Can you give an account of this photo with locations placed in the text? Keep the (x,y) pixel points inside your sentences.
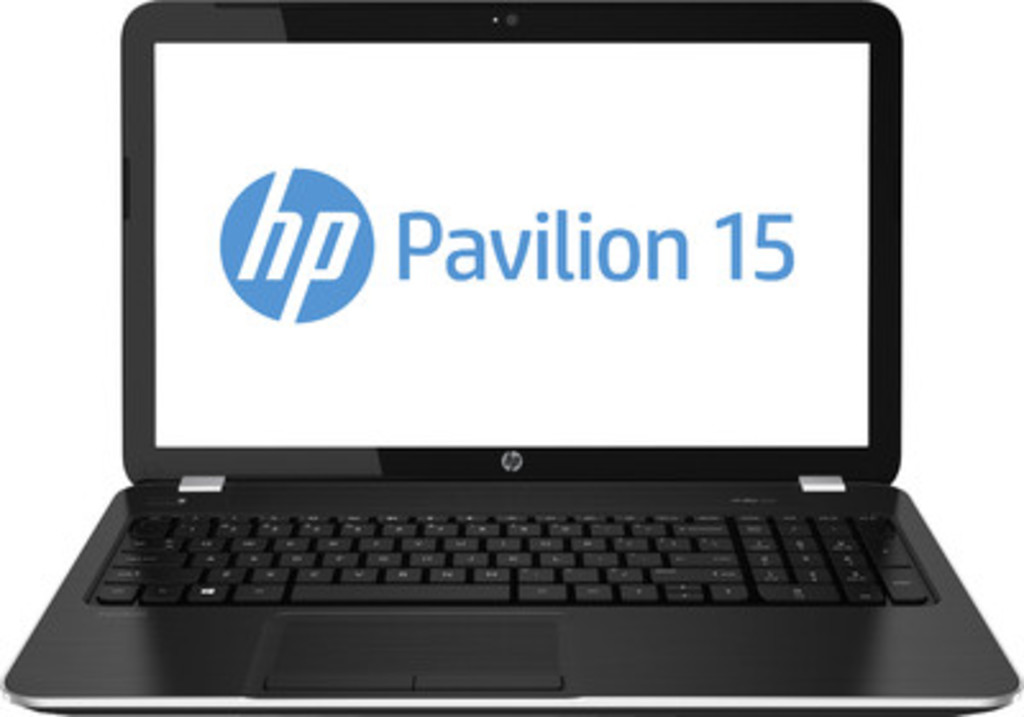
In this image, we can see a laptop (729,417) on the white background.
